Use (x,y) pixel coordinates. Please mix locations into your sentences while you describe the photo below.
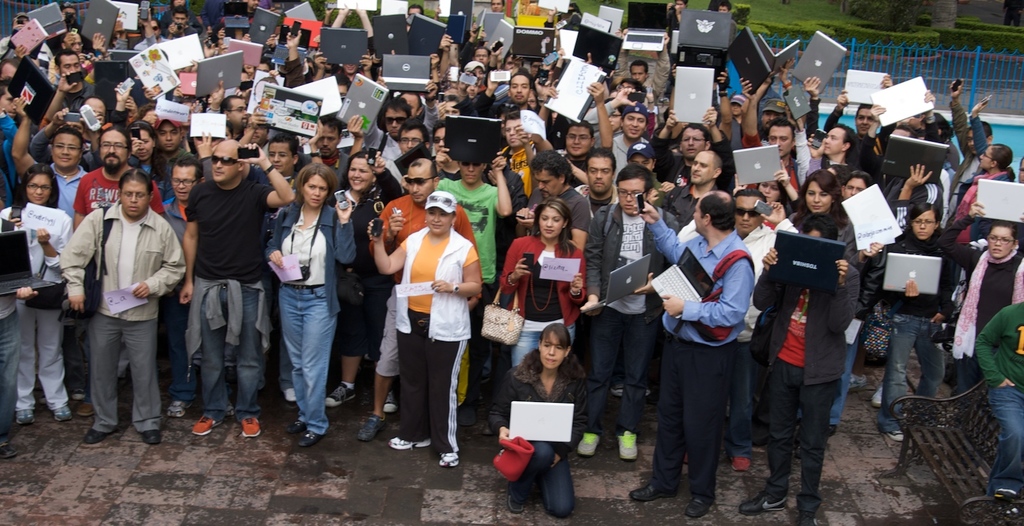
In this picture we can see a group of people (308,167) standing on the path (504,480) and a person (517,396) is in squat position and the people (509,153) are holding the laptops (453,21) and on the right side of the people (713,372) there is a bench (944,460) and behind the people (719,75) there is a fence (866,64) and plants (915,27).
